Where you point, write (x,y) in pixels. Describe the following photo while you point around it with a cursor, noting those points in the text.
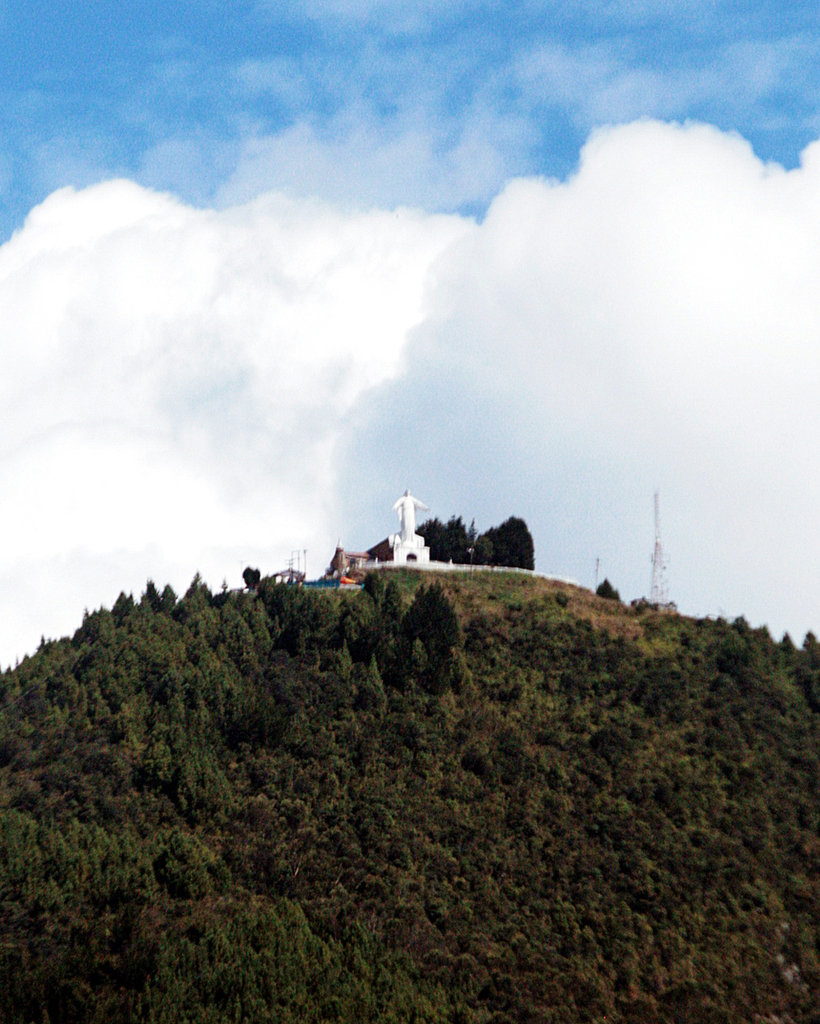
In this picture at the top (366,71) we have blue sky (240,161) & in the middle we have a statue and at the bottom (526,944) we have greenery (395,754) and trees (335,941).
